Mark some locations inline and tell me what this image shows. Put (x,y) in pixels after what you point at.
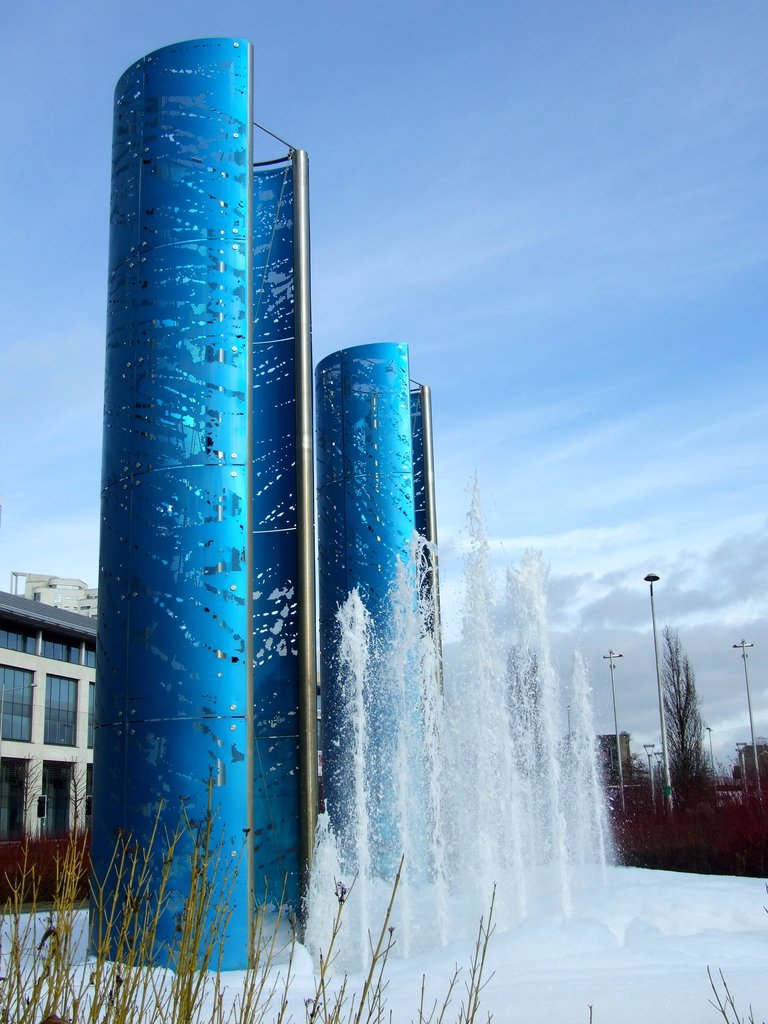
In the image I can see a building (49,800) and to the side there is a water fountain (397,709) and around there are some poles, trees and plants (114,997).
